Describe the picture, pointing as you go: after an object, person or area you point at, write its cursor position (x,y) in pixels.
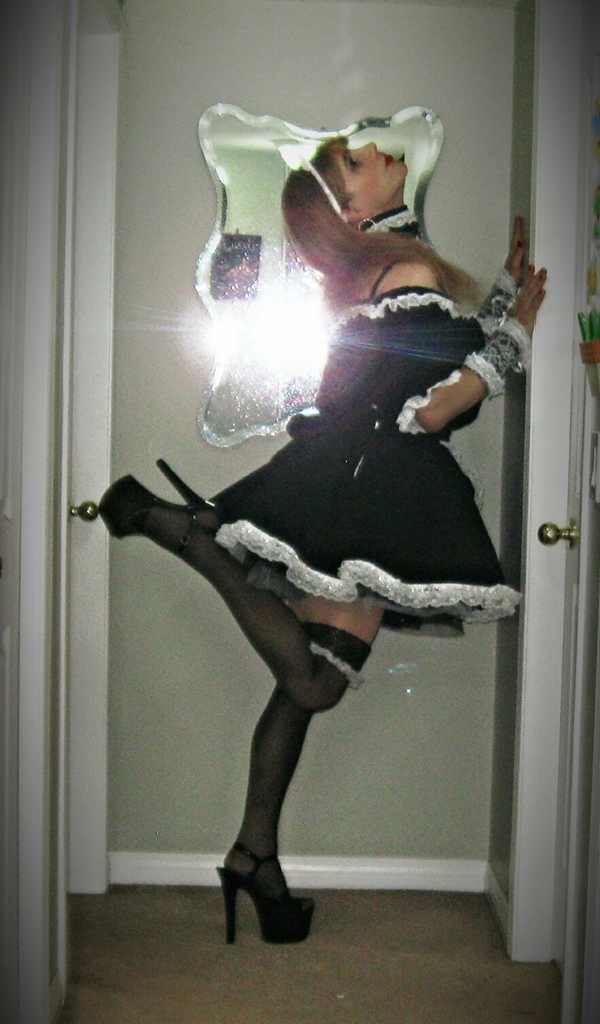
In this image there is a lady (407,495) wearing a black dress (423,444) and heels (227,873) standing with one leg (253,840), on a floor (291,983) in the background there is a door (517,829) on the wall (448,176) there is a mirror (209,121).
